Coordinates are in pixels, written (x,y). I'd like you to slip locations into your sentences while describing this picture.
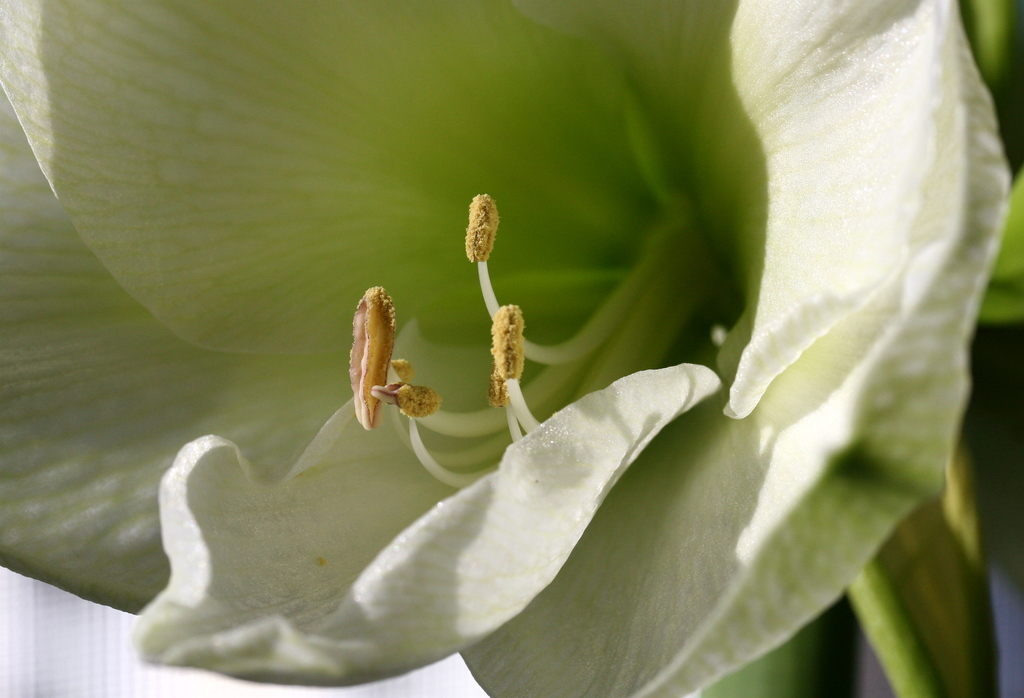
In this picture I can observe white color flower (678,328). There are stamens (485,248) in the middle of the picture (403,370).
